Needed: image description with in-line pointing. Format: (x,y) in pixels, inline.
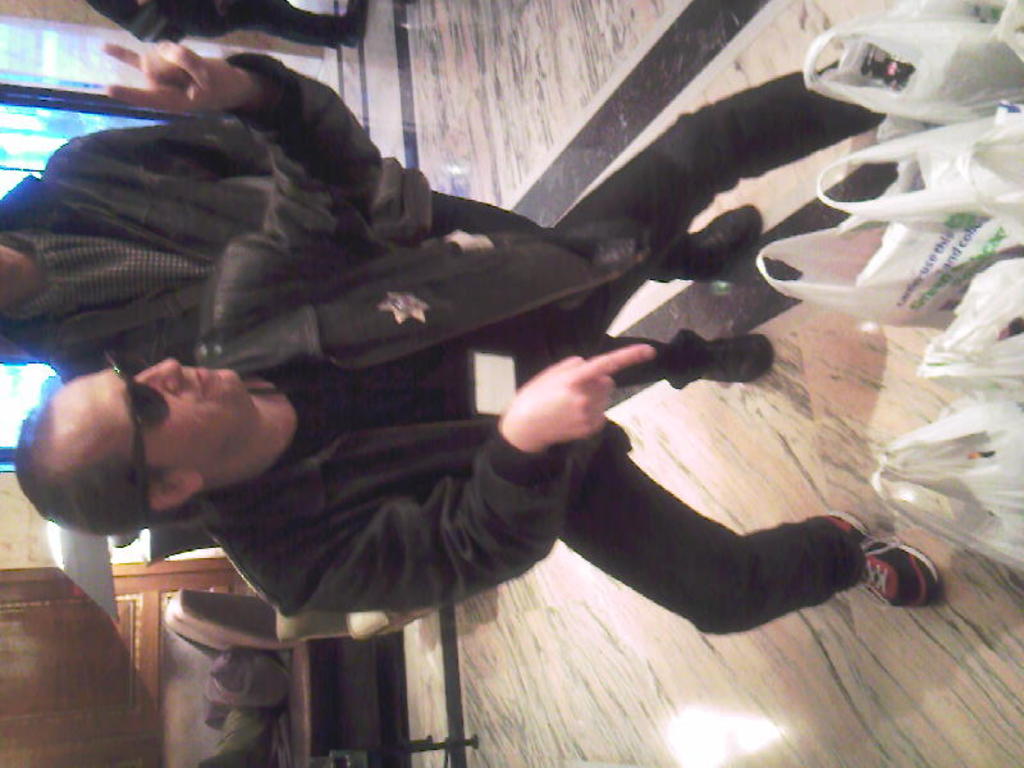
On the right (985,92) there are covers (954,268). In the center of the picture (617,356) there are people (275,343) standing. On the left (181,703) there is a couch (187,738) and some wooden object (89,638). At the top left (31,112) we can see gate (46,108). At the top left (283,8) there is a person (188,19).
